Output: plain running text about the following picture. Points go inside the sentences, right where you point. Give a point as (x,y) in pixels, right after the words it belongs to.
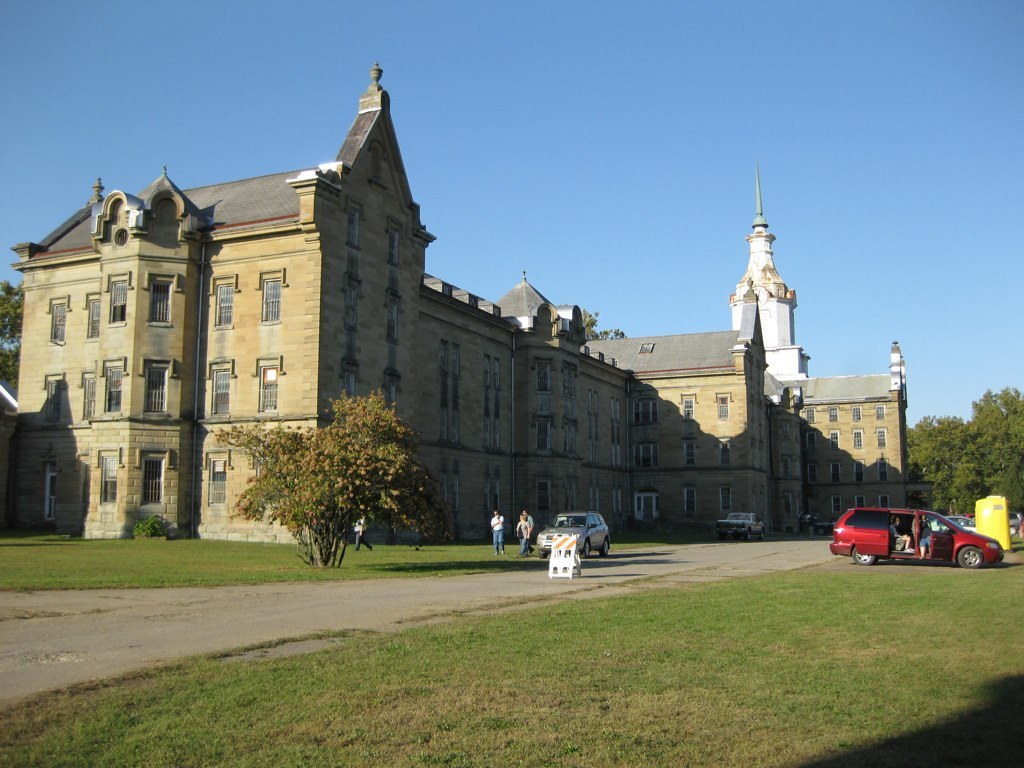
In this image we can see a few people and vehicles (608,546), there are some trees (428,490), grass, windows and some objects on the ground (433,589), there is a building (243,277) and in the background (517,213) we can see the sky (546,257).
